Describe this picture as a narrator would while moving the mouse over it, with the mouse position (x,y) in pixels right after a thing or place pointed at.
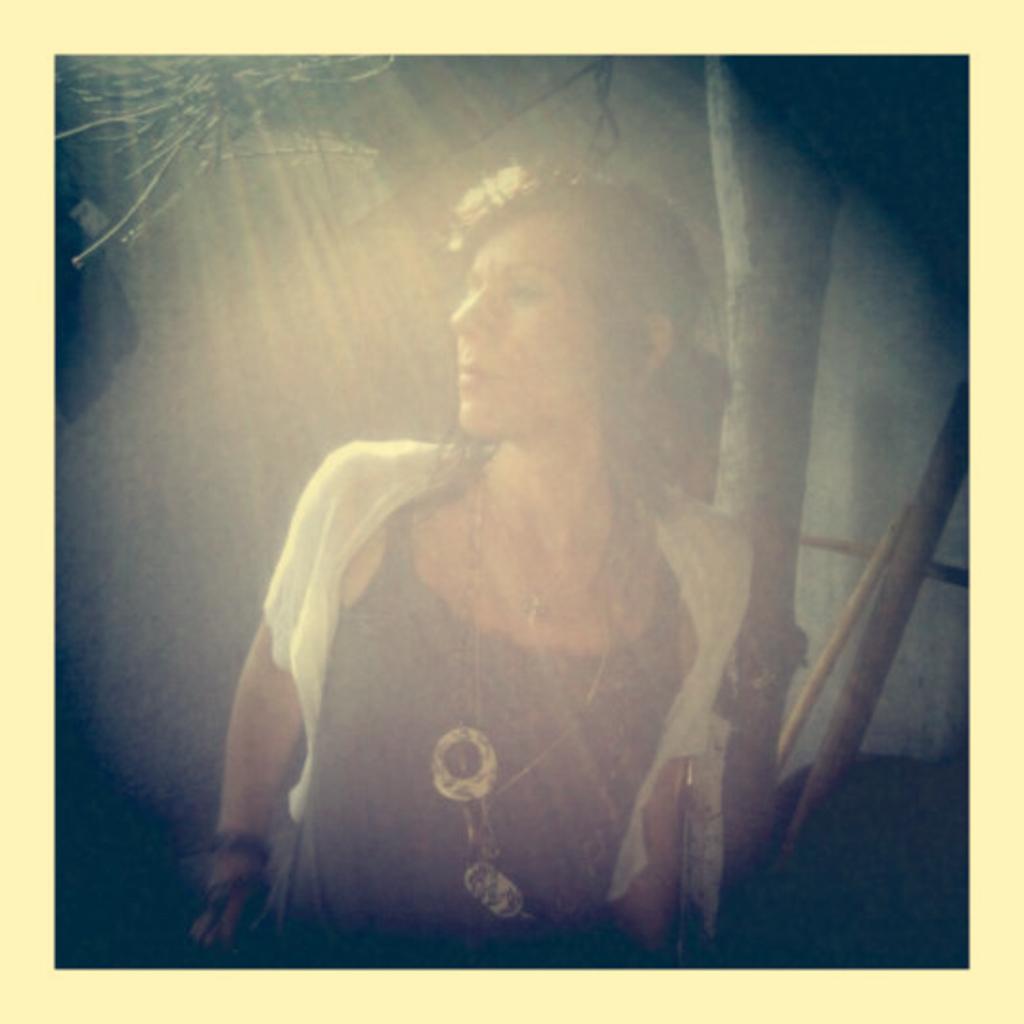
This picture seems to be an edited image with the borders (30,69). In the center (432,574) we can see a person (426,749) wearing dress (528,711) and seems to be standing. In the background (798,366) we can see some wooden objects (940,568) and some other objects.
